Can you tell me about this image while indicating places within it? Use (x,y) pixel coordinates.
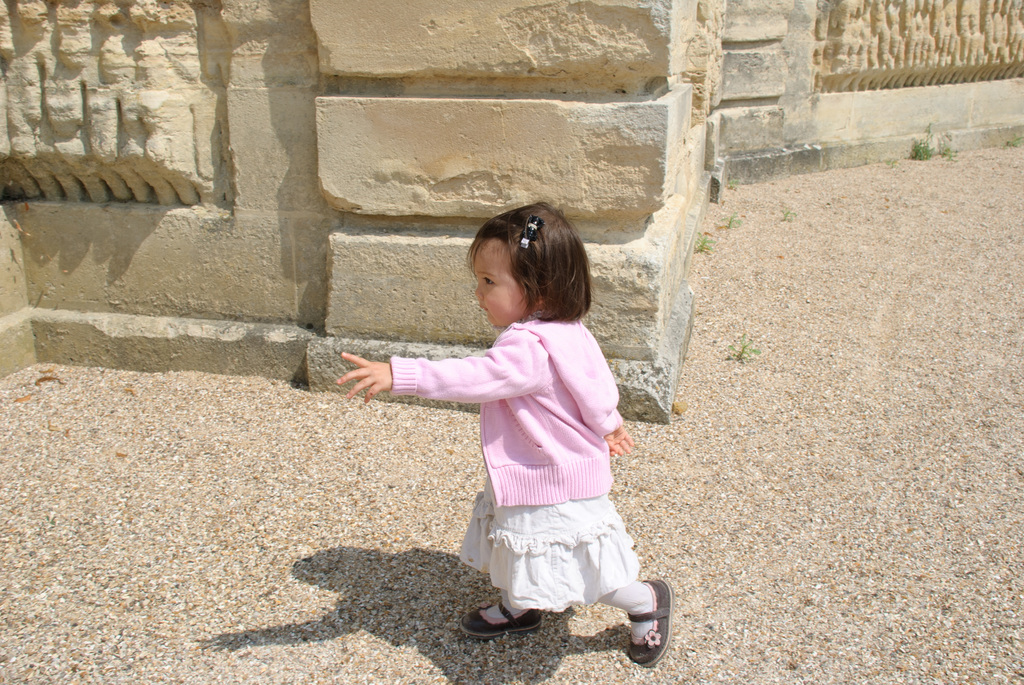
In this image, there is a floor (794,417), at the middle (528,448) there is a small girl (537,441) walking, she is wearing a pink color jacket (552,427), at the background (596,85) there is a wall (497,84).
